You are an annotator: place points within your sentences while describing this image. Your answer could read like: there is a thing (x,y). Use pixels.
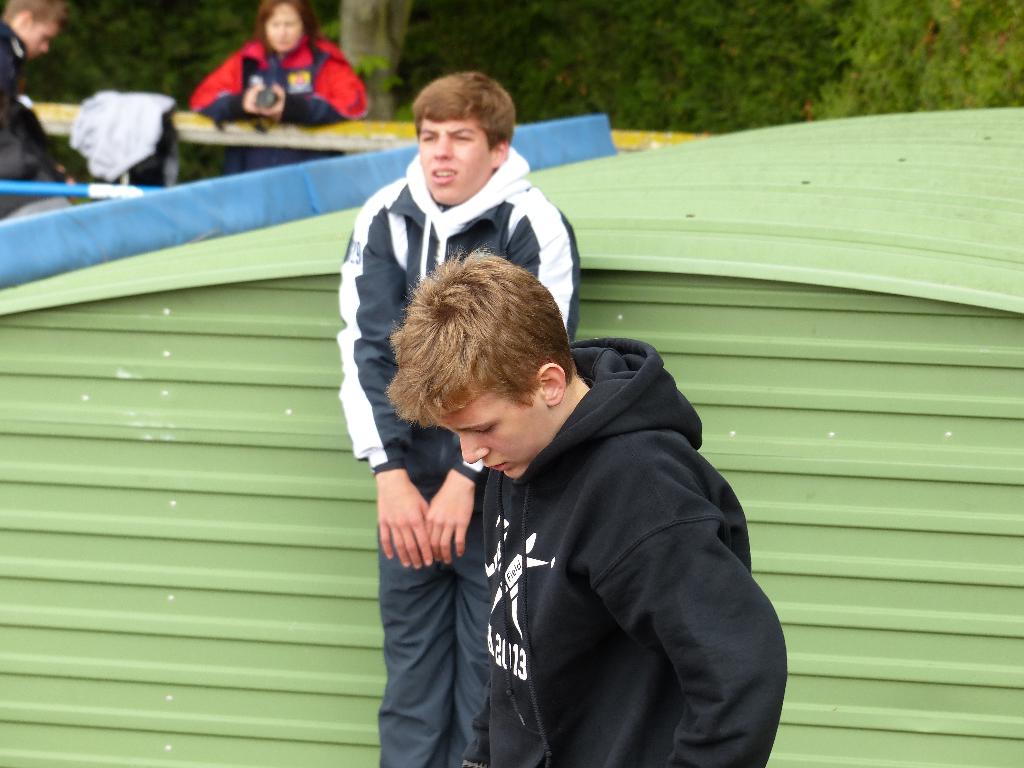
In this image we can see four people (392,675), among them two are standing, behind them, we can see an object (125,479) which looks like a shed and other two are standing, in front of them, we can see a railing (188,119) with some clothes (95,111) and in the background (665,48) we can see some trees (675,56).
